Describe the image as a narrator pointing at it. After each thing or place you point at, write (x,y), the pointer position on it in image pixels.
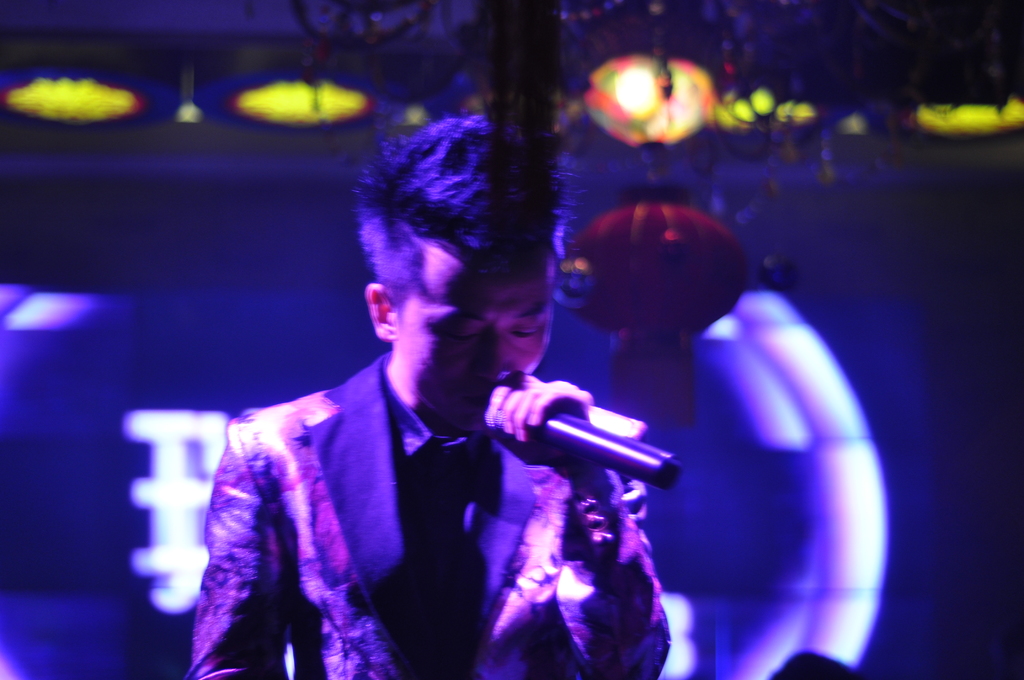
In this image there is a person (414,406) singing by holding the mic (612,442). At the top (615,85) there are lights (316,108). In the background (178,409) it looks like some design (791,534).
